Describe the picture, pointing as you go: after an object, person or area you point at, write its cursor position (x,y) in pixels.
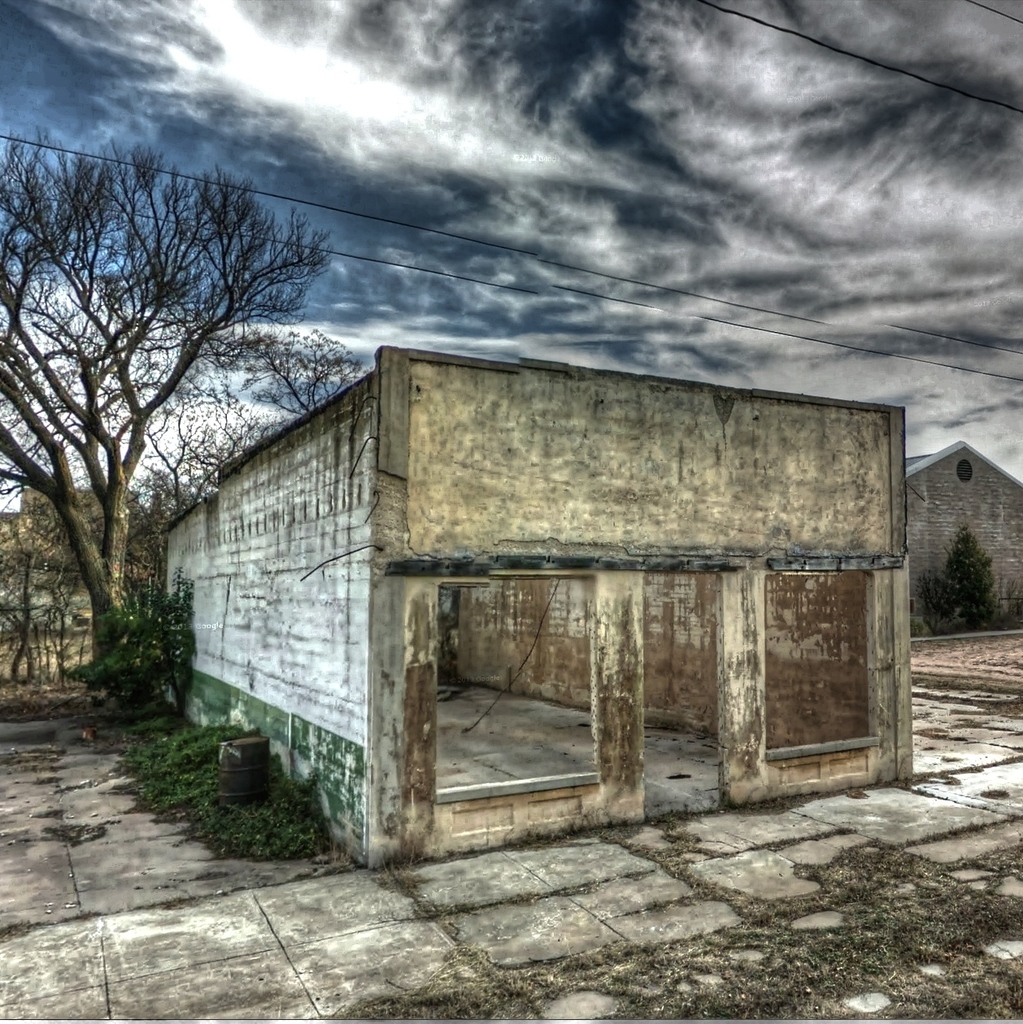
Sky (641,154) is cloudy. Here we can see buildings (855,475), plants (281,831) and trees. This is drum (262,762).
